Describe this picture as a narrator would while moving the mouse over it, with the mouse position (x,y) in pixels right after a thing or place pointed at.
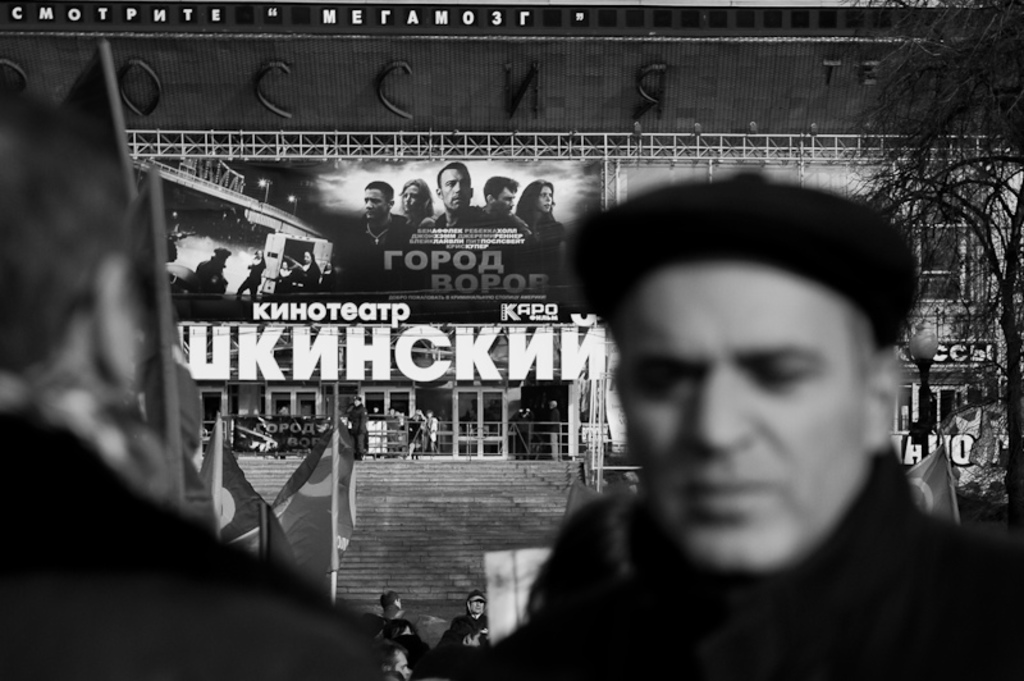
In this image there are two persons (655,590) in the front (651,593). In the background (454,308) there are big hoardings (342,247). On the right side (964,179) there is a tree (989,215). It is the black and white image. At the bottom (408,639) there are few persons (458,627). Behind them there are steps (428,553). Above the steps (428,553) there are few people (430,430) who are standing on the floor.
